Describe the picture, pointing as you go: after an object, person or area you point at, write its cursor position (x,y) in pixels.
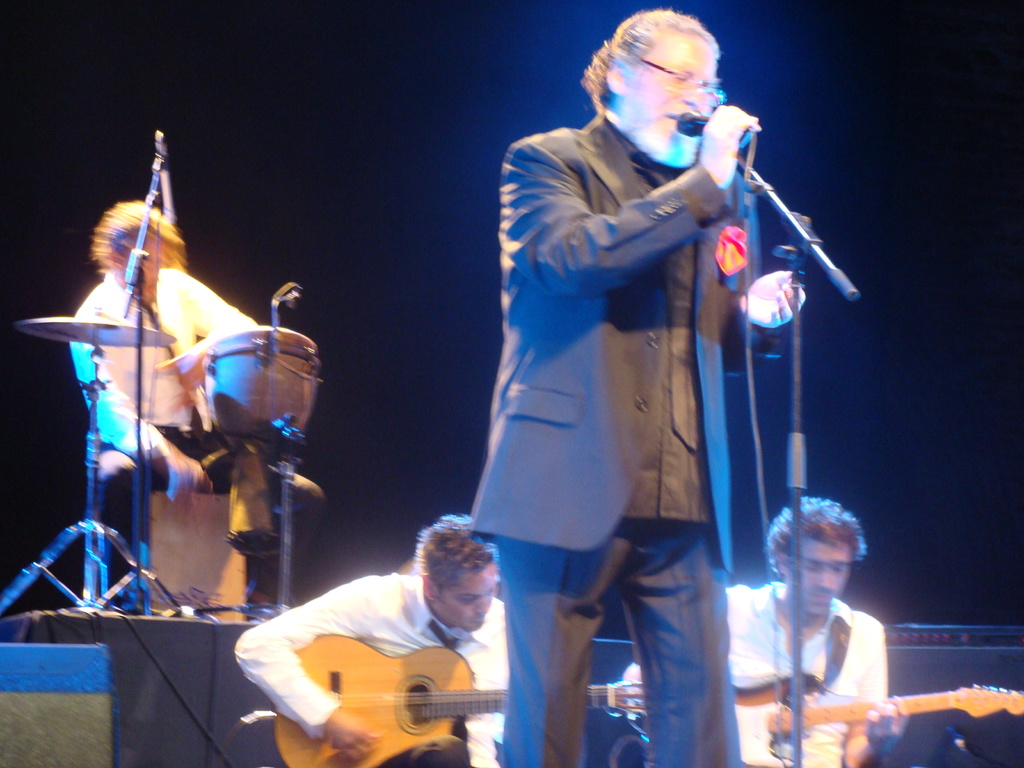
In the image we can see there is a person (531,369) who is standing and holding mic (682,131) in his hand (732,126) and behind there are people (810,591) who are sitting and holding guitar (367,698) in their hand (336,719). At the back (196,407) there's a man (189,362) who is sitting and playing drums (57,326).
